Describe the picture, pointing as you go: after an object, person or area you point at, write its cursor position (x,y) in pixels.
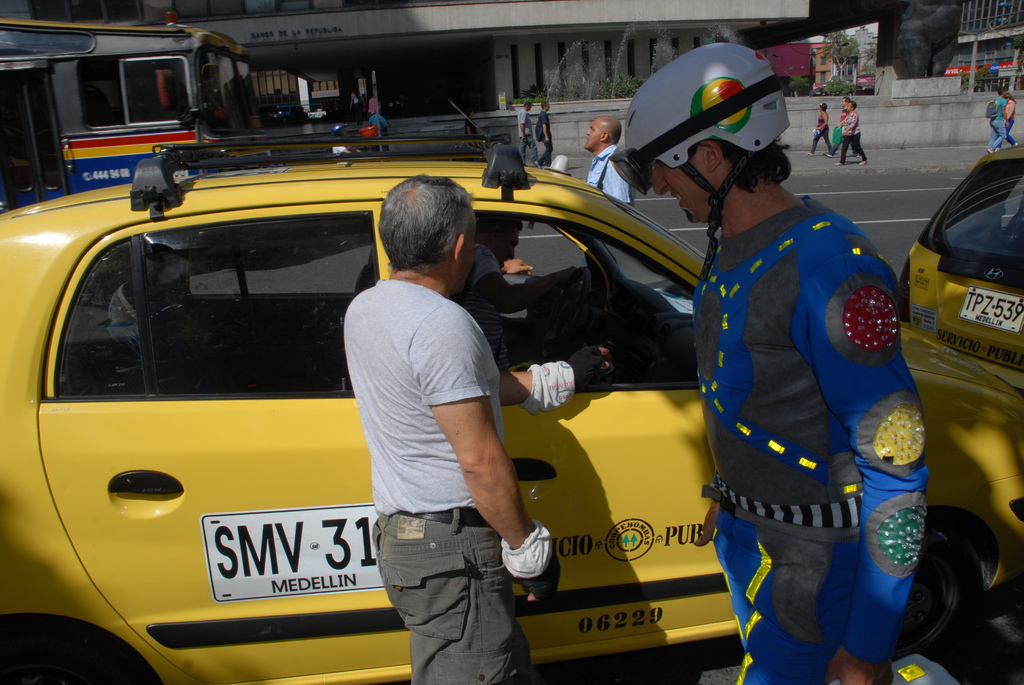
In this image we have a man (560,390) standing near the car (519,351), another man (680,135) standing near the car (571,191), and at the back ground (712,15) there are group of people (847,99) walking in the road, building (202,15), bus (199,44), car (1017,197), tree (841,86).
